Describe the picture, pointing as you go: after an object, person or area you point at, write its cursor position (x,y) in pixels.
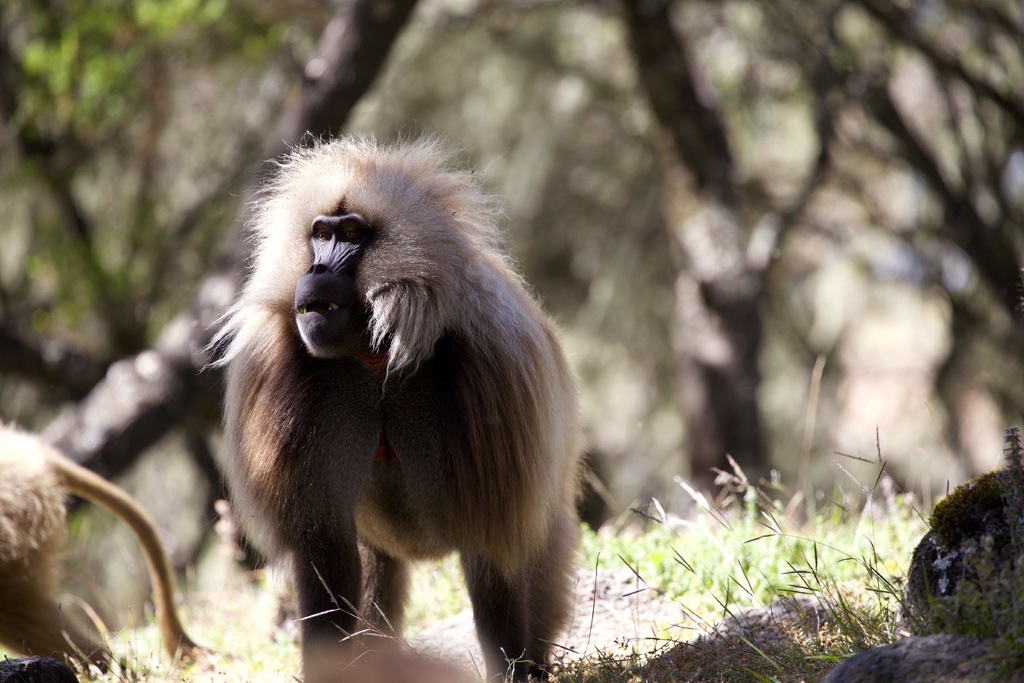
Here is an image where there is an animal (268,396) which looks like monkey (575,472) with its mouth (319,320) open and it has lot of fur (490,470) on it and here is another animal (152,563) towards left of the image (127,509) where its tail (168,608) is too long and there is also grass (808,572) on the ground (193,596) and there are also some trees (669,137) at the back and there are also some stones (1017,521) on the ground (635,681).
